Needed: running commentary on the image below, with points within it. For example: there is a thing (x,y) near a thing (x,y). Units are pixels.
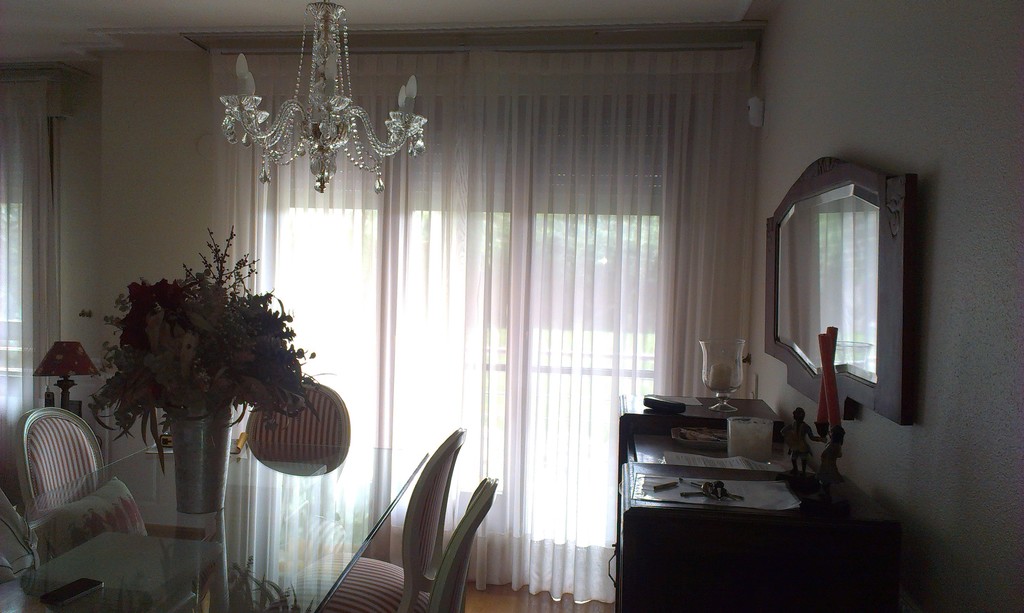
In this image there are few chairs (355,608) surrounded by a table (229,523) having a flower vase (198,452) on it. Left side (85,376) there is a lamp (51,367). Behind there is a window (13,316) covered with curtain (17,326). Right side (703,496) there is a table (728,473) having few papers (686,478), lamp (731,366), candles (767,448) and few objects (797,474) are on it. A mirror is attached to the wall (943,260) having window (503,219) which is covered with curtain (549,281).
